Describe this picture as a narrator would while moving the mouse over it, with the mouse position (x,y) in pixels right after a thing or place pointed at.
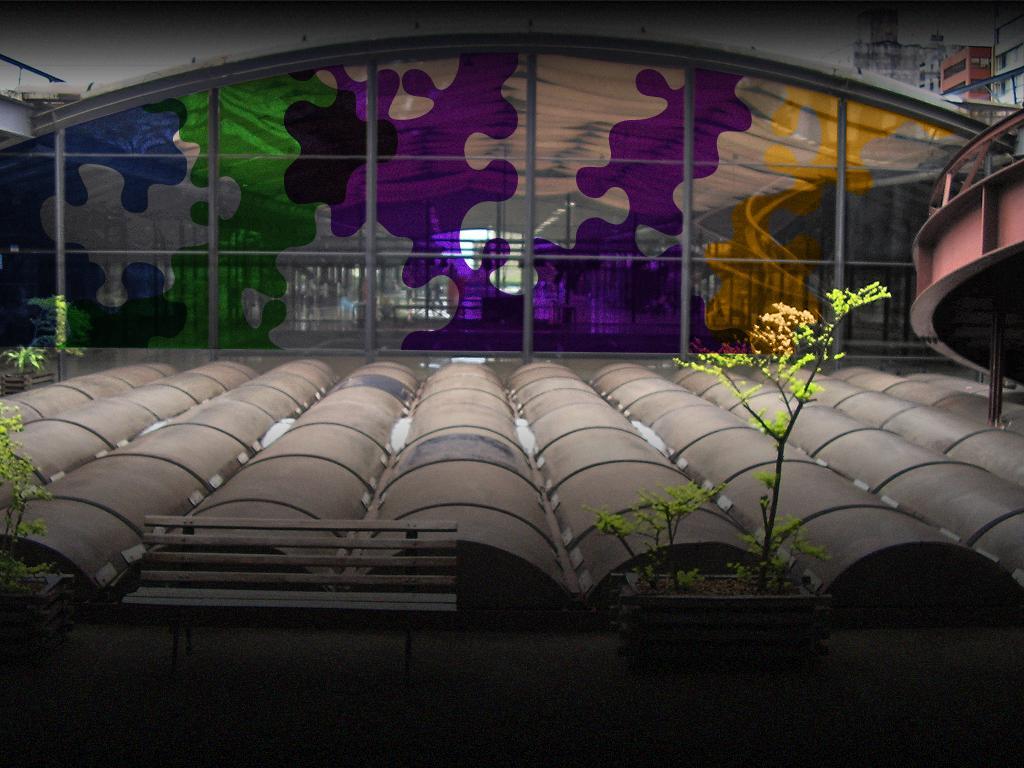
There is a park bench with plant (779,321) beside that and glass wall (930,354) with painting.
